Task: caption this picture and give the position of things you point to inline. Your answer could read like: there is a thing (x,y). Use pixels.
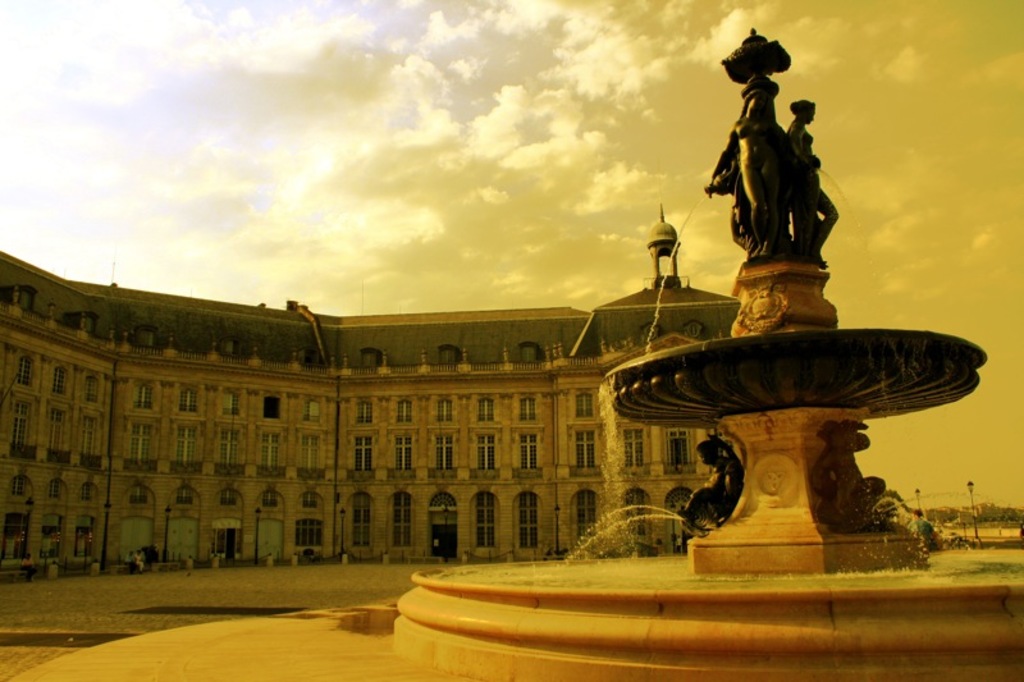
In this picture we can see statues (728,497), fountain (728,497), water (666,576), poles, building (673,441) with windows (636,445), trees (1005,520), road (161,579) and some people (139,569) sitting on benches (125,564) and in the background (985,472) we can see the sky (585,160) with clouds (330,161).
